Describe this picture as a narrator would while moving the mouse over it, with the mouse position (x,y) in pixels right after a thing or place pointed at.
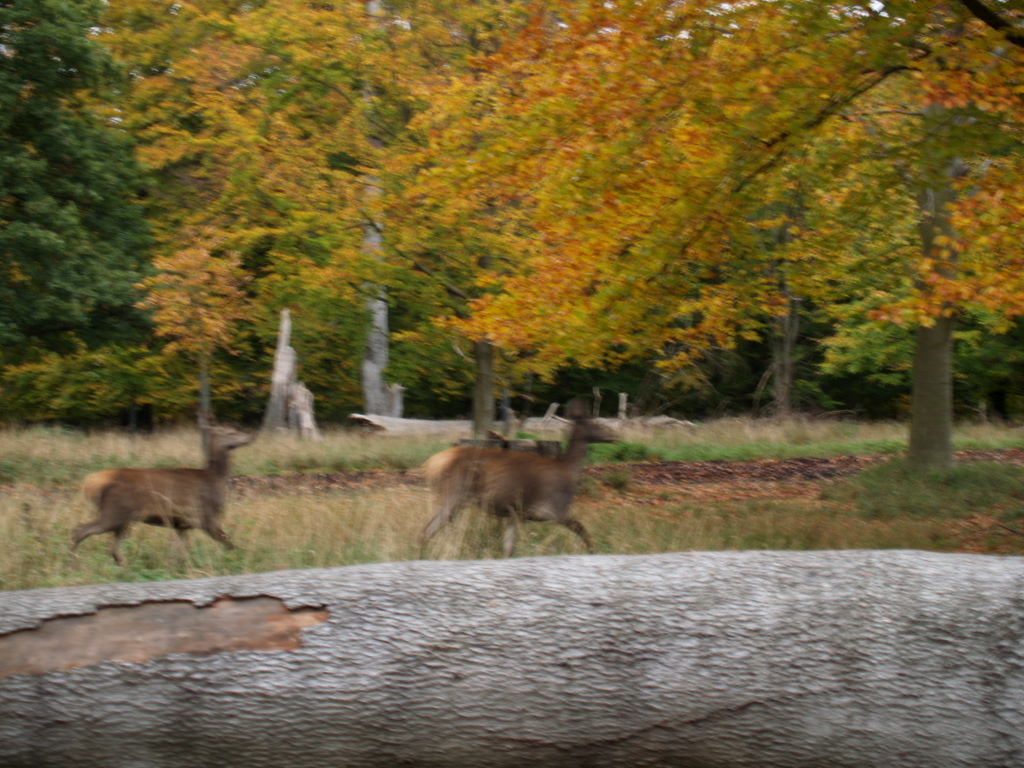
Here we can see animals (179,521). Background (605,159) there are a number of trees (681,225).
